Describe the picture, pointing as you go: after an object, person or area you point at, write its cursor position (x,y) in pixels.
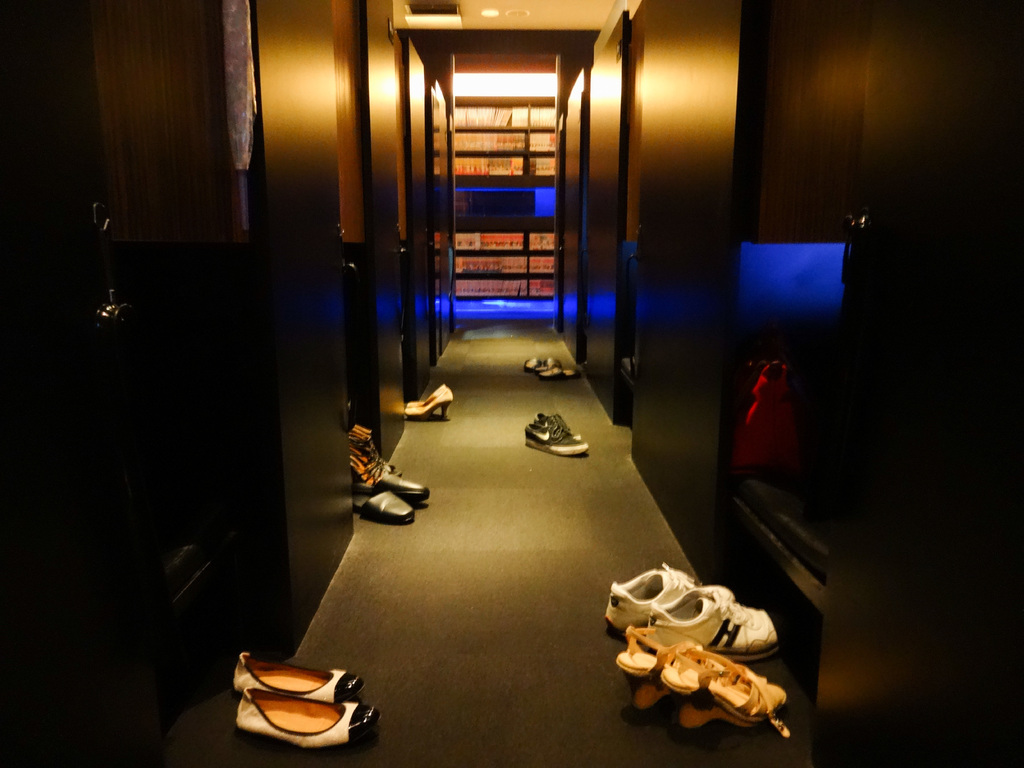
This image consists of many doors (710,288). It looks like a corridor (580,509). At the bottom (662,583), there are many shoes (668,680) on the floor (523,333). In the background (500,202), we can see a rack (529,144). At the top (494,15), there is a roof (528,9).
